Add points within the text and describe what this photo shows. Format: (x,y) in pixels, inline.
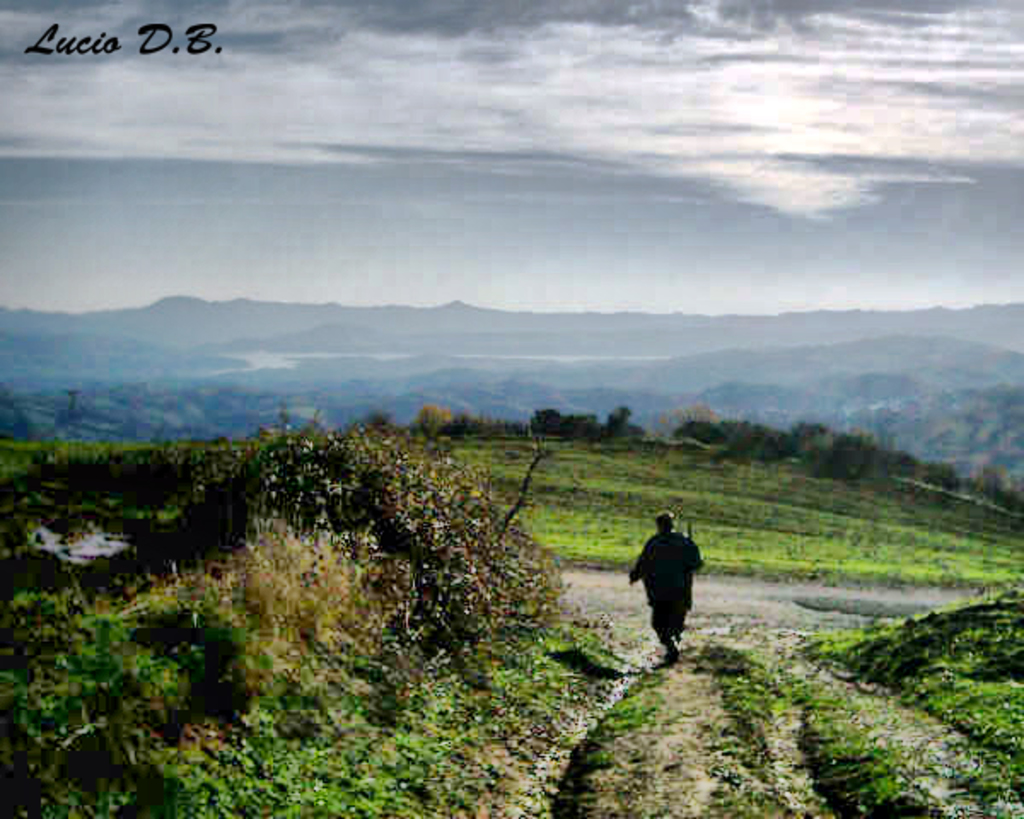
In this image there are hills (329,385), trees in the middle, at the top (192,211) there is the sky (243,78), text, at the bottom (275,691) there are plants (320,634), grass (343,666) visible.
